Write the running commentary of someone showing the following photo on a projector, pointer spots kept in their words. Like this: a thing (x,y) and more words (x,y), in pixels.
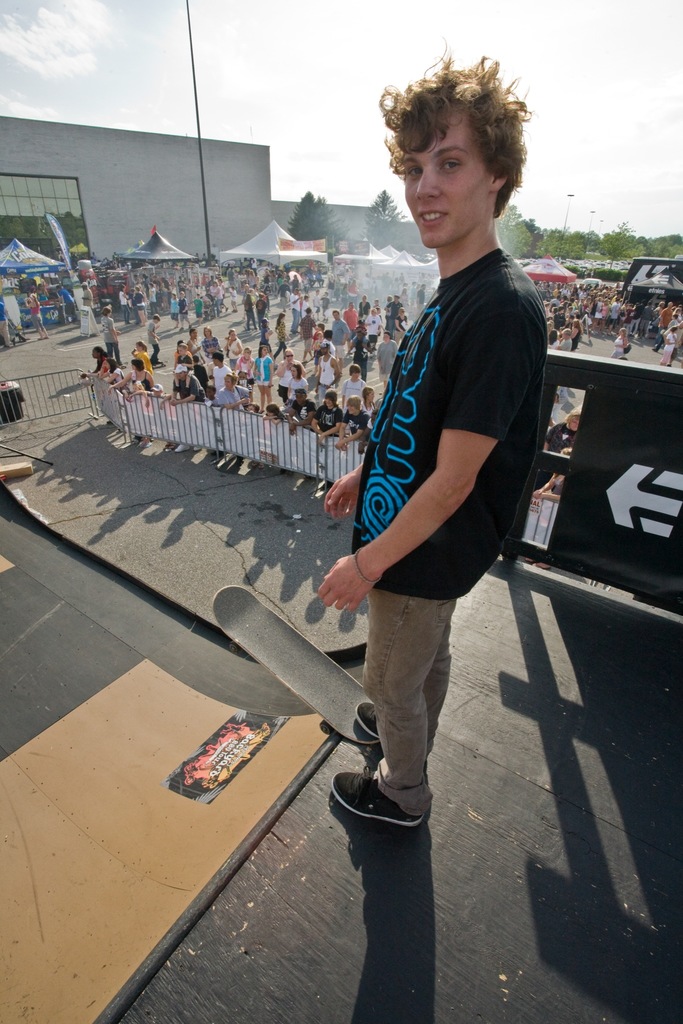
In this picture we can see a man (351,556) standing and smiling, skateboard (343,702), tents (11,264), trees (304,219), buildings (349,235) and a group of people (152,299) standing on the road (56,344) and in the background (597,230) we can see the sky (177,100) with clouds (569,29).
